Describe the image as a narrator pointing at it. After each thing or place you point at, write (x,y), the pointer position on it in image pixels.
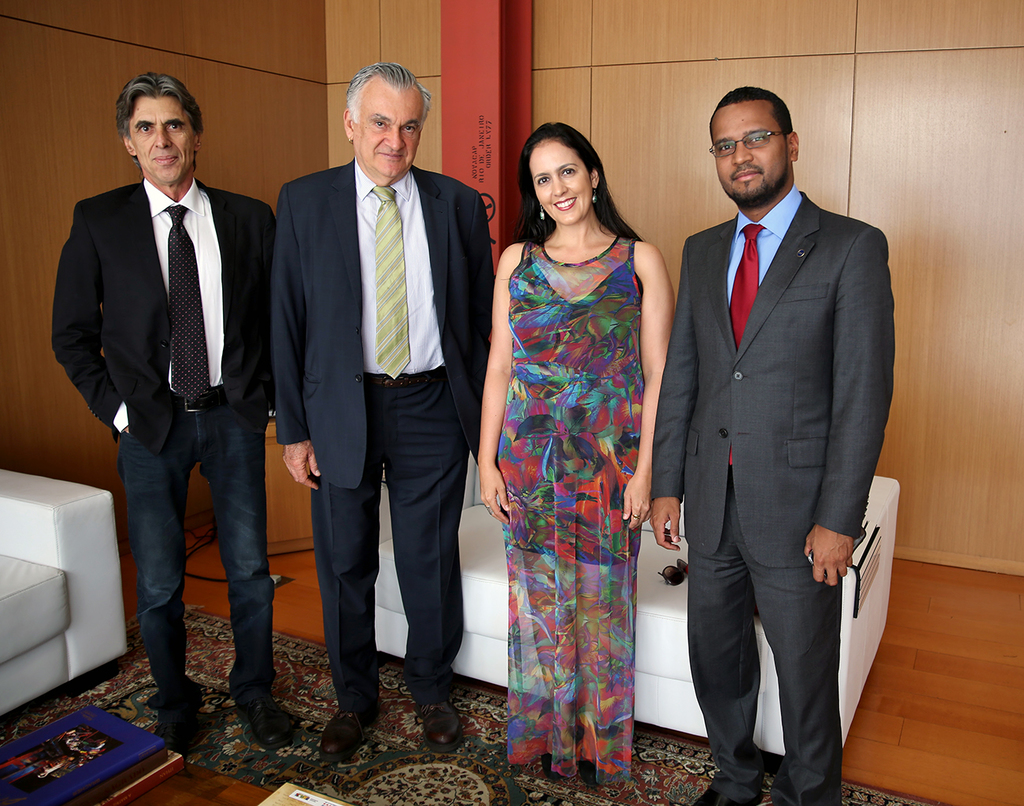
In this image, we can see people (664,395) standing and in the background (637,142), there are sofas (68,560) and there is a wall (905,194). At the bottom (383,730), there is carpet (293,739).
